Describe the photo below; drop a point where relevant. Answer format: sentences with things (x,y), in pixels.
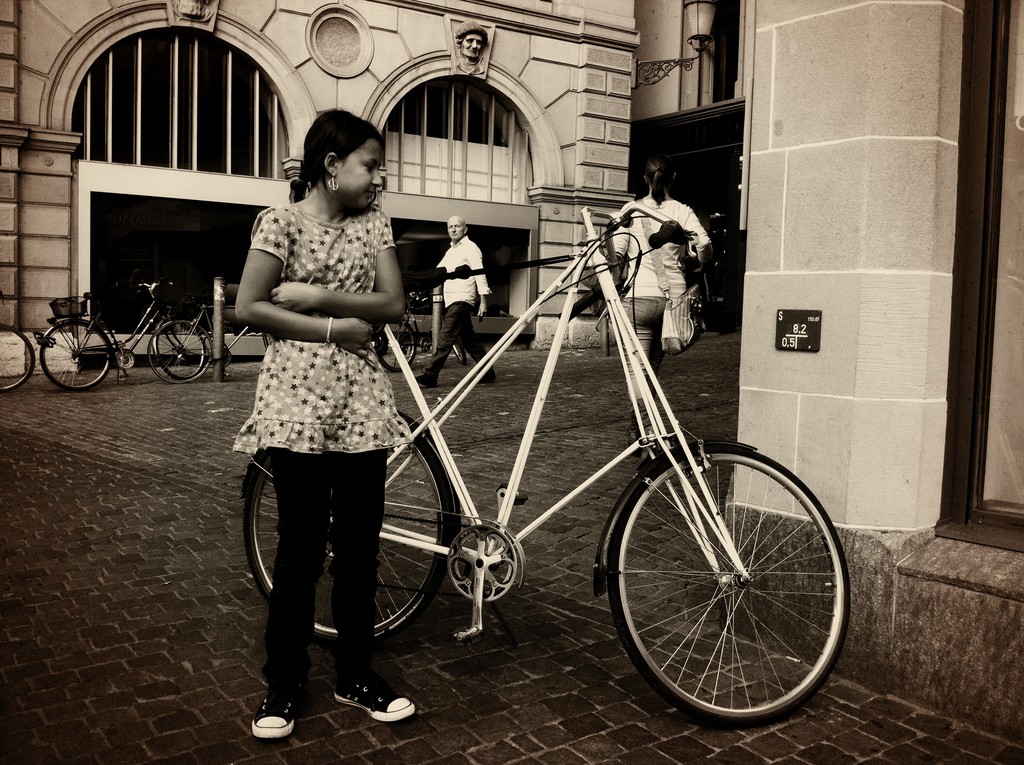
This is black and white picture where we can see a girl (309,236) is standing. Behind the girl (289,592) bicycles (650,401) are there and persons (664,281) are walking on the road (221,575). We can see buildings (309,120).
